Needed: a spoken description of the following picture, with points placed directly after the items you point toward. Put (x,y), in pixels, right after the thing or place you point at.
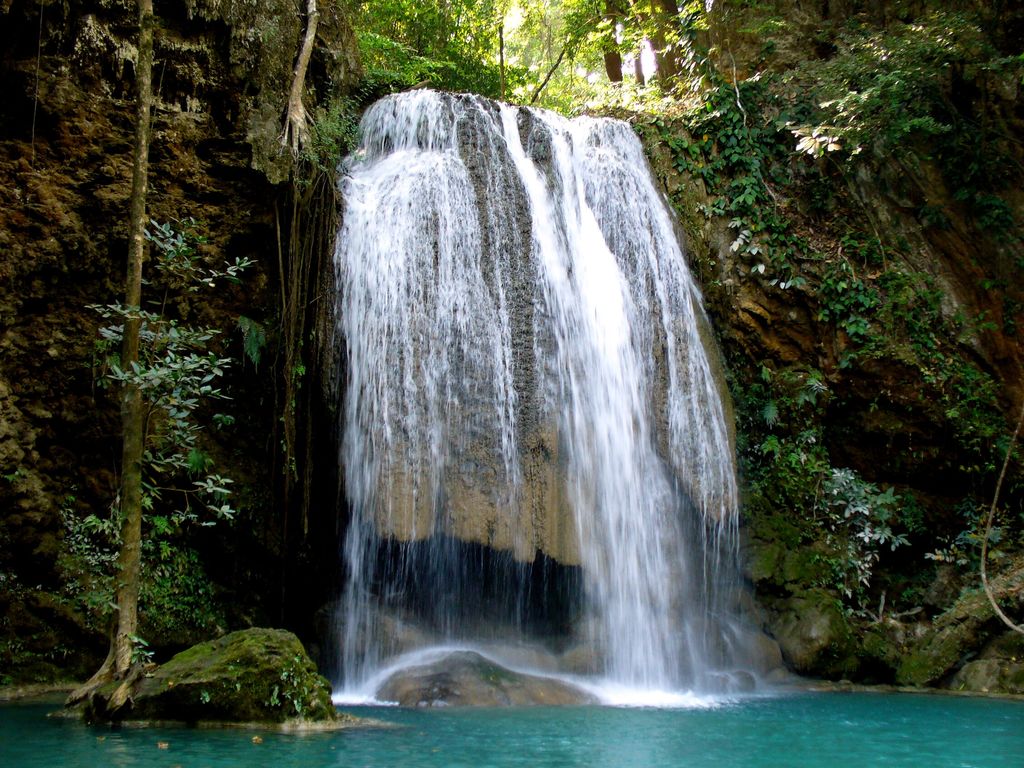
In the center of the image (559,259) we can see waterfall (356,237). On the right (723,152) and left side of the image (200,366) we can see trees (1006,59) and plants (156,373). At the bottom of image (551,732) there is water (5,760).
